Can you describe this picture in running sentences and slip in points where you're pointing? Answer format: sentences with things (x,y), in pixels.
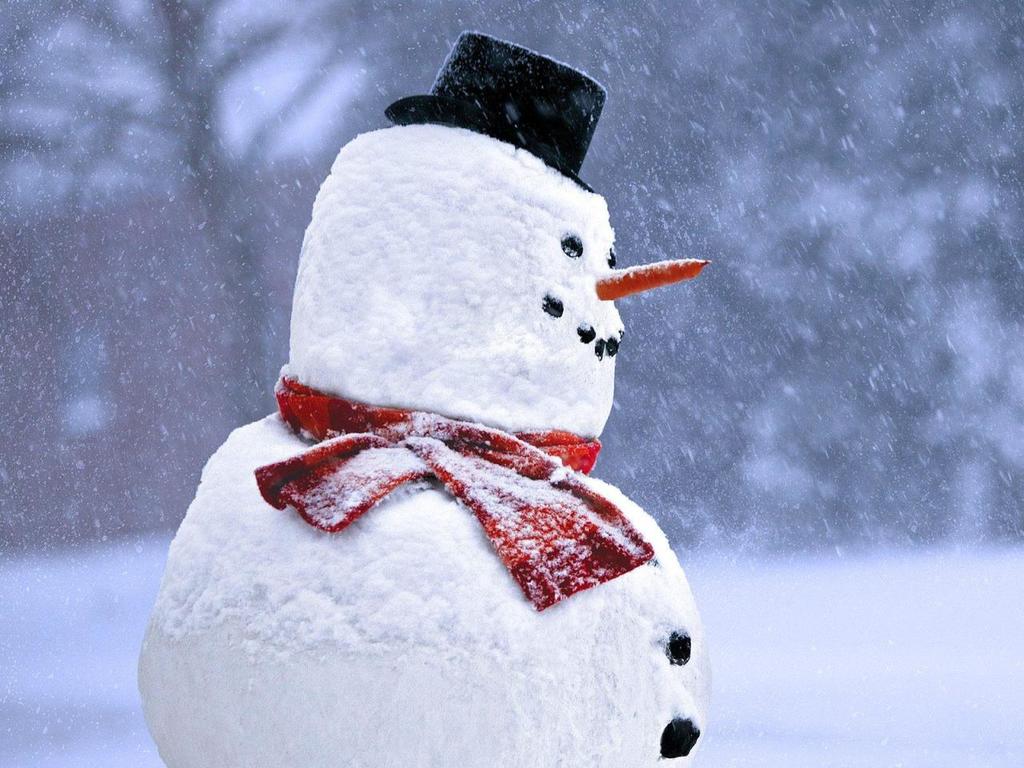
In this image we can see a snowman (502,345). In the background (48,240), we can see snow (781,604) and trees (806,338).
